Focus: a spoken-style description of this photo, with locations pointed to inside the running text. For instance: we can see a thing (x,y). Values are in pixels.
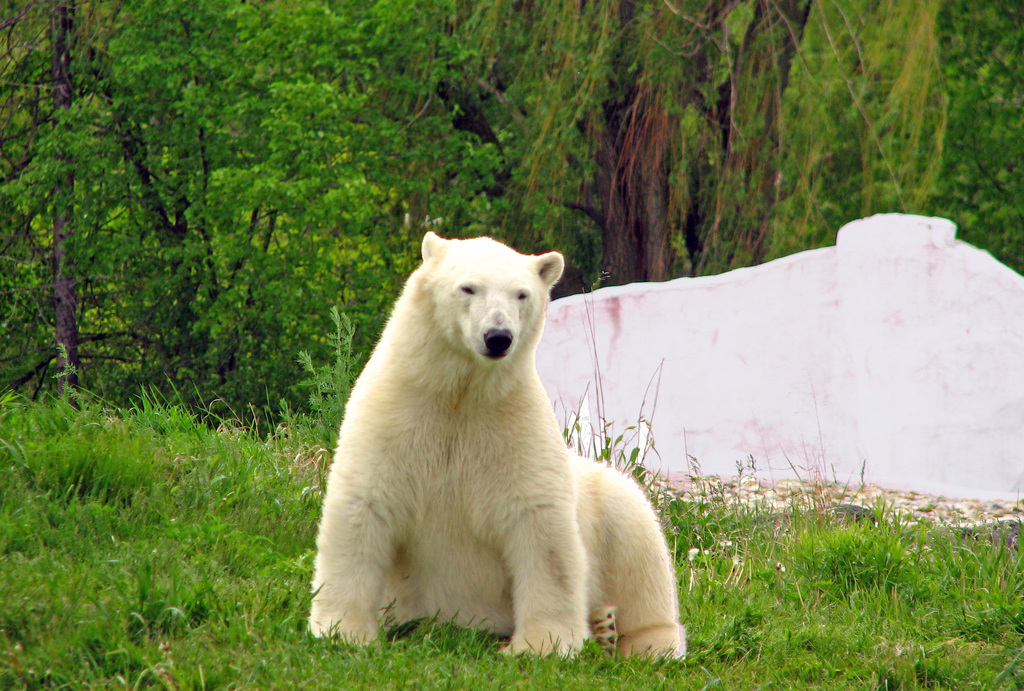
In this image we can see a bear (508,558) sitting on the grass (757,523). On the backside (331,240) we can see some trees (414,219).
